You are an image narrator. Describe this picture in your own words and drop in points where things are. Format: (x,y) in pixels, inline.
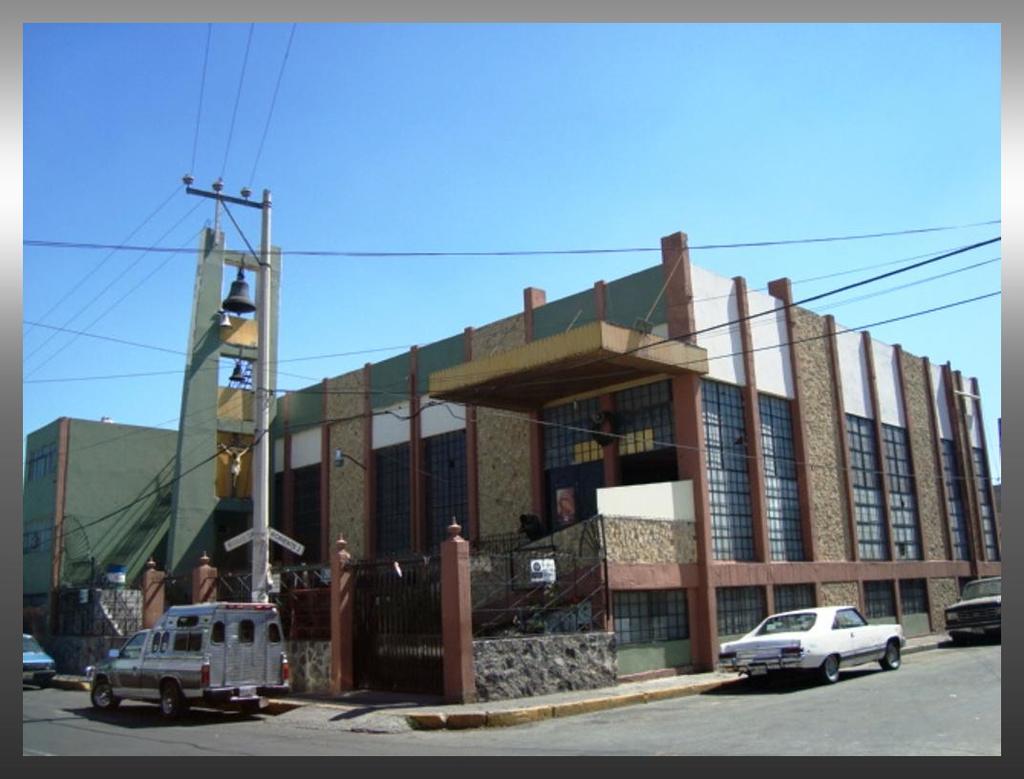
We can see vehicles (253,661) on the road (579,726), current pole (266,543), wires (240,251), bells (235,306), statue (242,452) on the surface (227,485), building (547,435), gate (407,594), fence (69,605) and boards (284,544). In the background (507,114) we can see sky (486,117).
